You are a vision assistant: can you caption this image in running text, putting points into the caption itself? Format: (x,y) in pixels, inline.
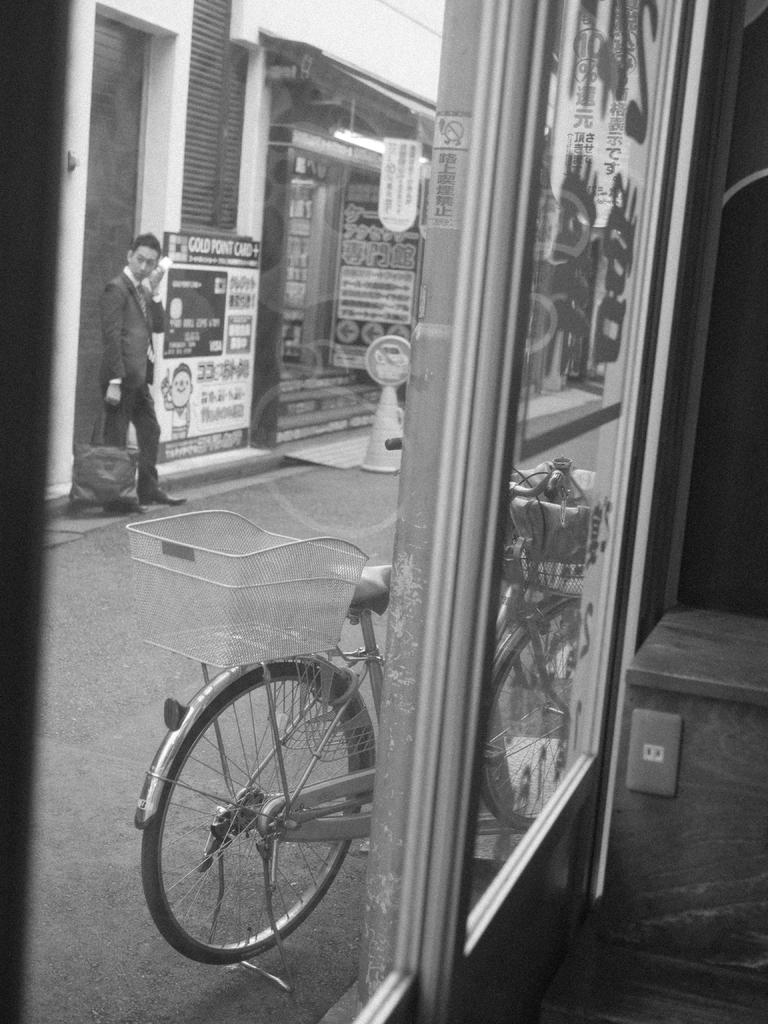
This is a black and white image and it is an inside view. On the right side (699,755), I can see a table (708,639) which is placed on the floor (680,1009). On the left side (62,634), I can see the glass (594,605) through which we can see the outside view. In the outside, I can see a man (128,386) standing on the road (116,522) by holding a bag (101,466) in the hand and also I can see a bicycle (318,756). In the background (347,134) there is a building (286,113) and few posters (193,291) are attached to the walls (256,143).
